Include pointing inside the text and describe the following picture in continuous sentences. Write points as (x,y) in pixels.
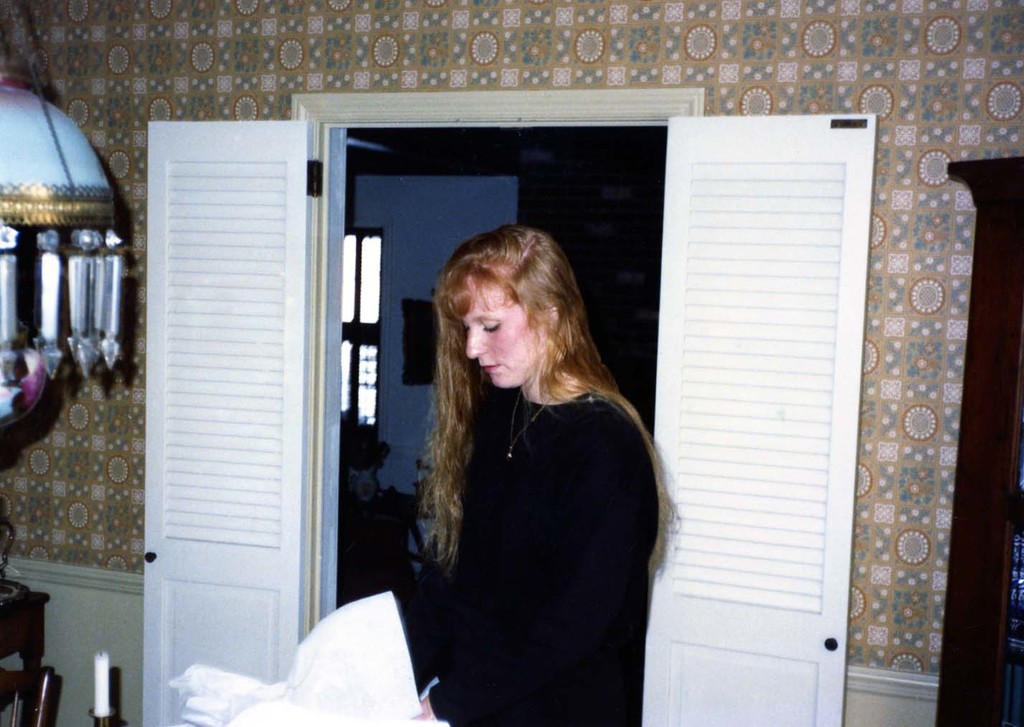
In this image I can see a person (573,546) wearing black dress (568,550). I can see a candle (100,702), doors (225,358), window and wall (66,455).
